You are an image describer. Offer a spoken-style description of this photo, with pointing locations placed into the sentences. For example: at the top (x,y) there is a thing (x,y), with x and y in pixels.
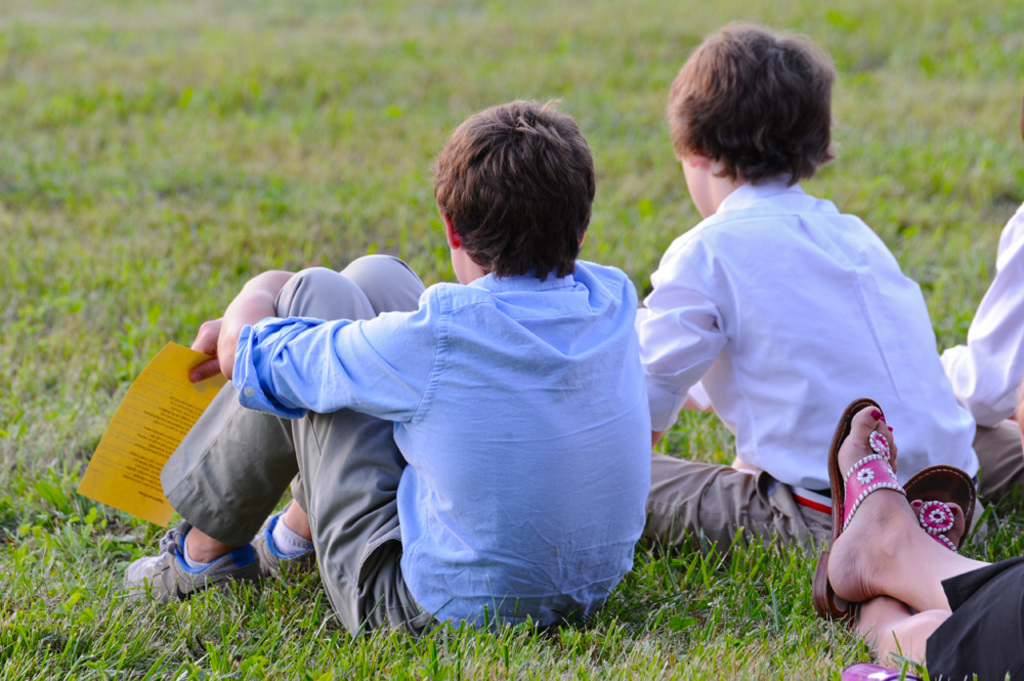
In the center of the image (623,439) there are persons (625,402) sitting on the grass (665,584). In the background (330,130) we can see grass (298,167). At the bottom right corner (879,531) there are persons legs (906,570).
